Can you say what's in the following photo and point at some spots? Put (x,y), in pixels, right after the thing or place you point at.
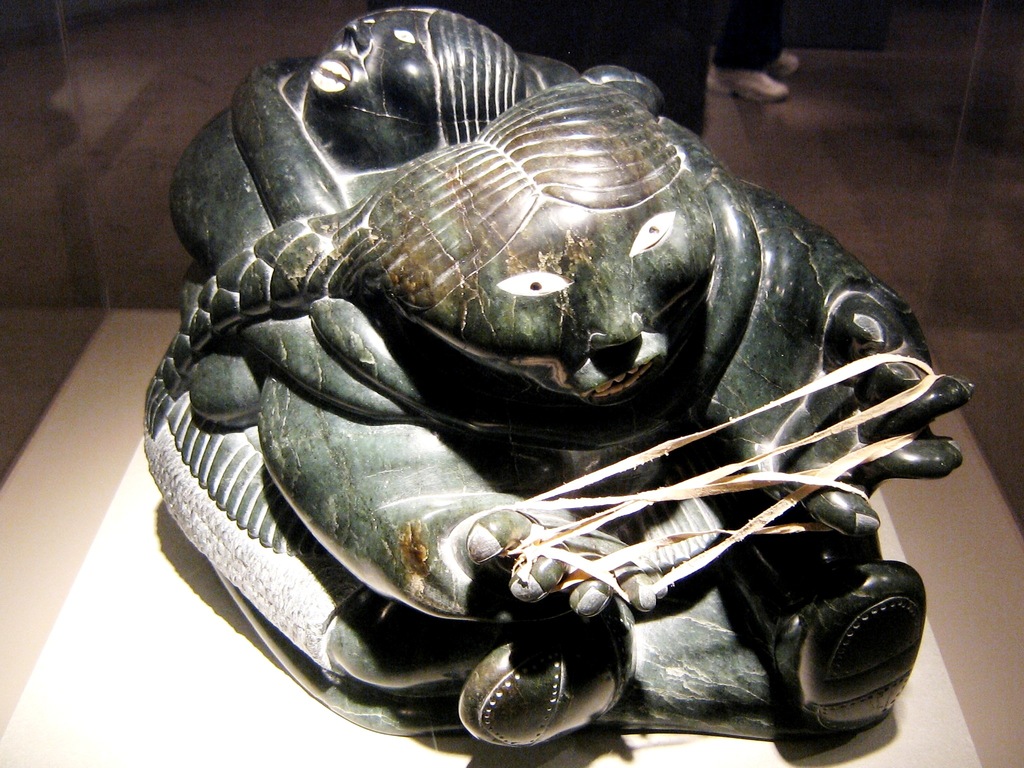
In this image we can see a marble statue (433,341) with some thread (505,553) tied to its fingers (595,613) which is placed on the surface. On the backside (727,77) we can see the legs (738,97) of a person (745,73) on the floor (790,123).
